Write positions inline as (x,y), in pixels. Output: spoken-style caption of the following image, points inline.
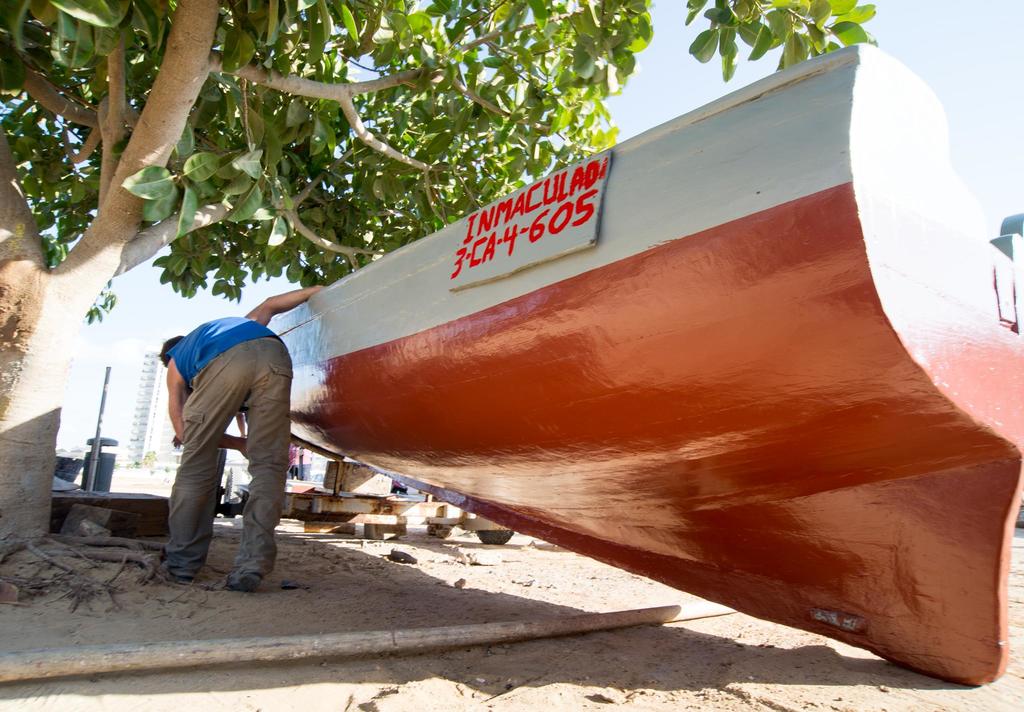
In this picture we can see an object (777,325), name board (508,272), person (208,374), tree (34,399), wooden stick (405,642) on the ground (561,689) and in the background (153,349) we can see some objects (416,501) and the sky (658,56).
